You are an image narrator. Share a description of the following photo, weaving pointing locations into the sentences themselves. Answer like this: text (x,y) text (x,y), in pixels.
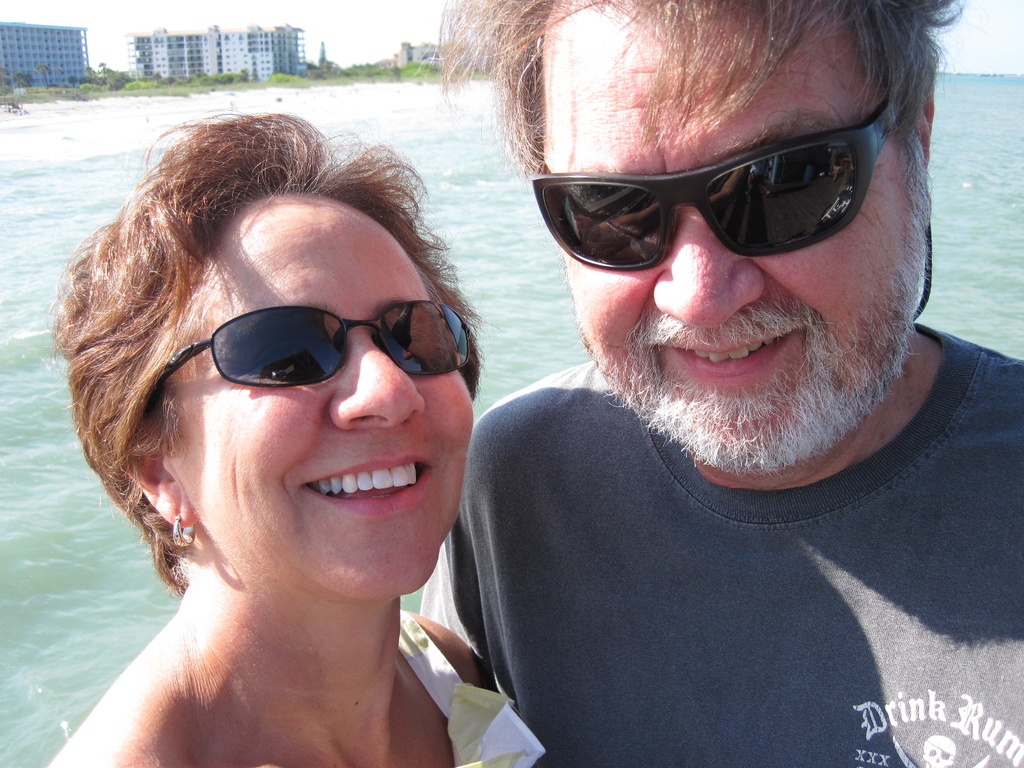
In this image we can see a man (696,551) and a woman (383,467). Man (696,551) is wearing grey color t-shirt (698,540), goggle (790,205) and he is smiling. Behind the sea (461,220) is there and buildings (179,57) are present.
